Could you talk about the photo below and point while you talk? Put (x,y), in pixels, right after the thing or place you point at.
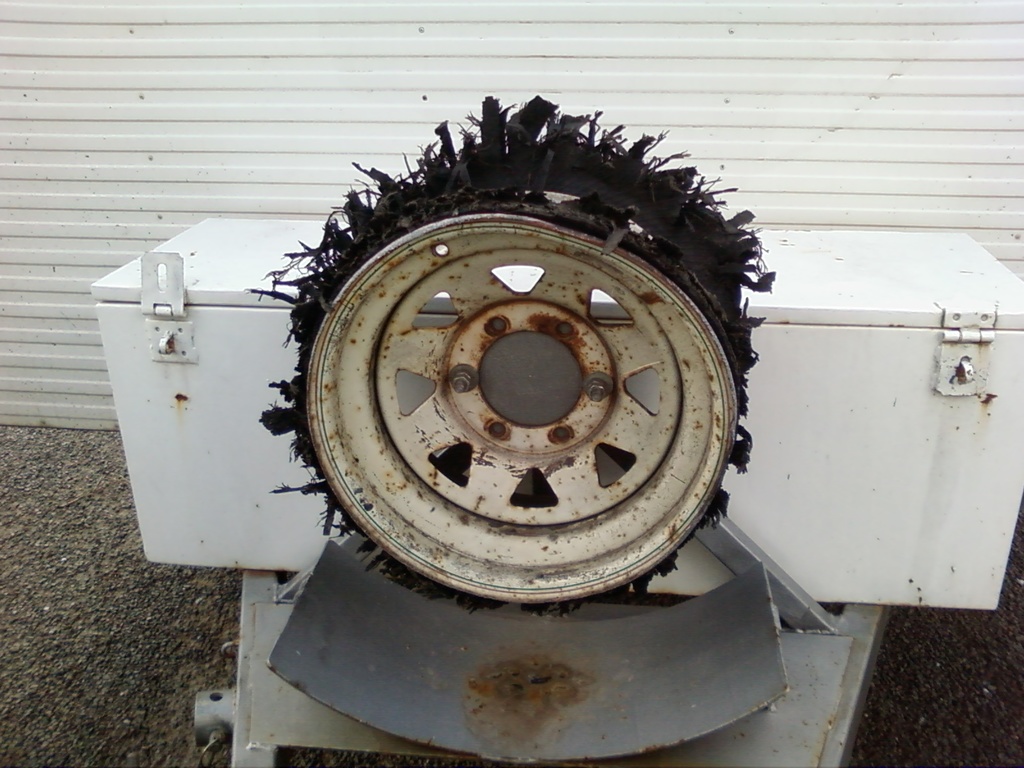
There is a round shaped object (526,354) with some black color thing (390,228) on it. In the back (169,371) there is a white trunk box (185,350). In the background (361,95) there is a white wall (823,122).
